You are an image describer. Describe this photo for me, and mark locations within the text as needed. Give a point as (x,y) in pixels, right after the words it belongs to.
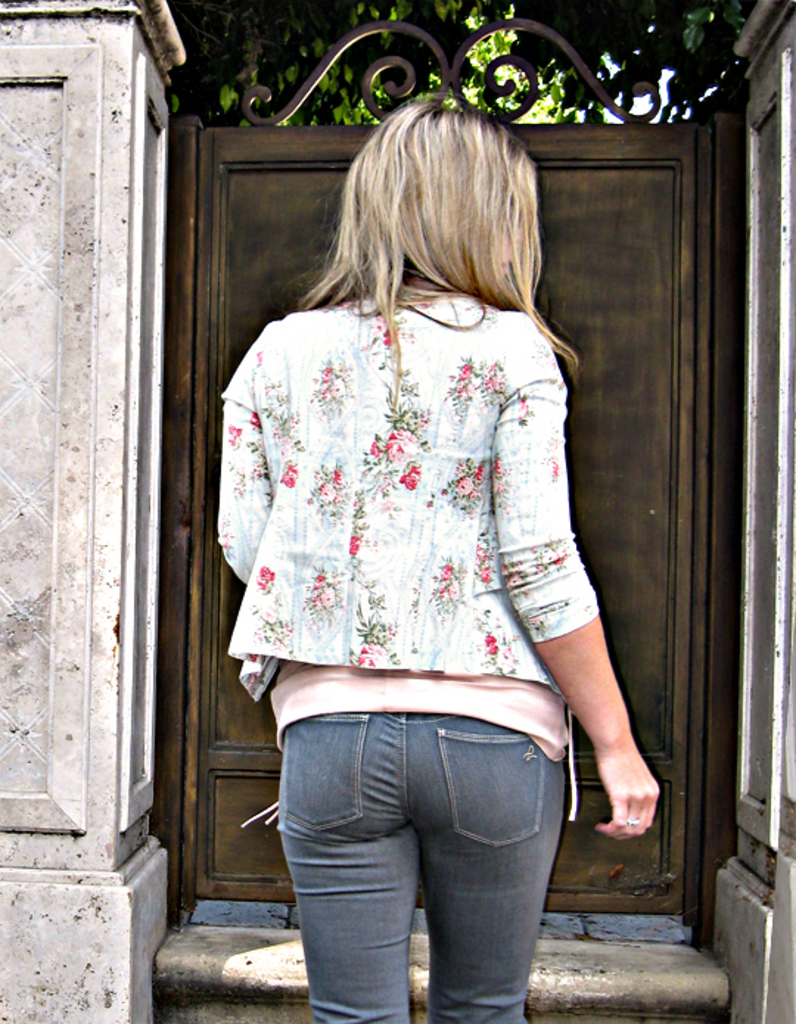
In the image there is a woman (524,1000) walking towards the gate (659,455), there are two pillars (97,185) on the both sides of the gate (262,216) and there is a tree (430,25) behind the gate (613,480).
